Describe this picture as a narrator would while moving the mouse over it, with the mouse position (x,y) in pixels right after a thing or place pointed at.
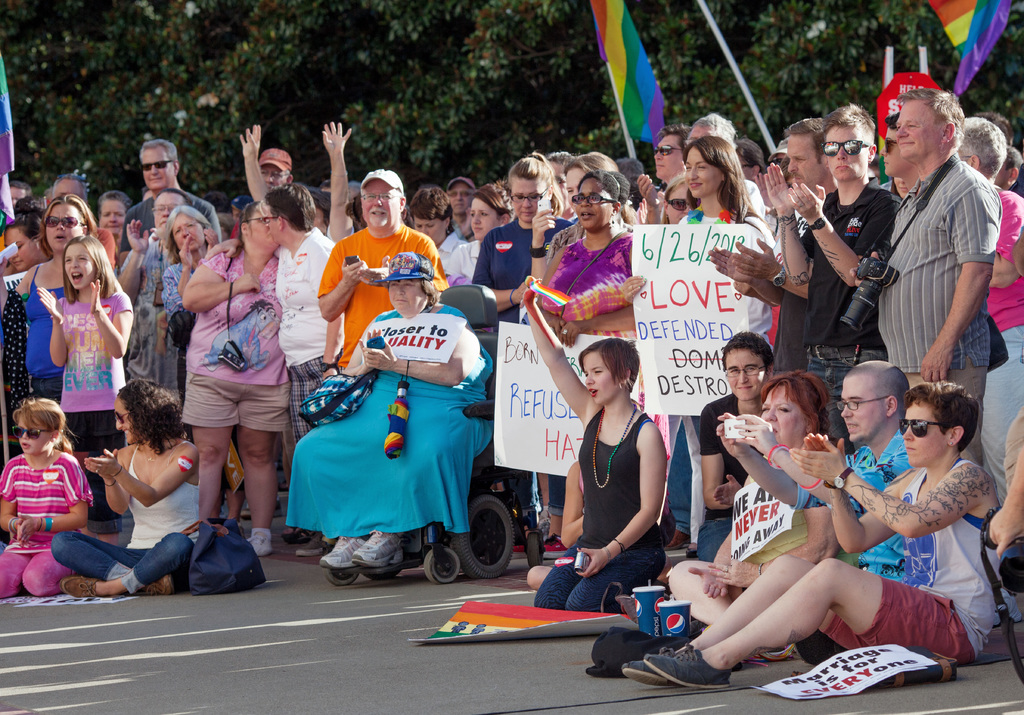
This image is taken outdoors. At the bottom of the image (191,645) there is a road (350,617). In the background (158,76) there are many tree (498,61) and there are a few flags (976,30). In the middle of the image (400,241) many people (135,292) are standing on the road (428,624) and a few (689,343) are holding posters (528,413) with text (526,414) on them and a woman (397,370) is sitting on the wheel chair (471,318). A few people (570,501) are sitting on the road (274,531) and there are a few tumblers (637,612) and a board (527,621) with text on it.
